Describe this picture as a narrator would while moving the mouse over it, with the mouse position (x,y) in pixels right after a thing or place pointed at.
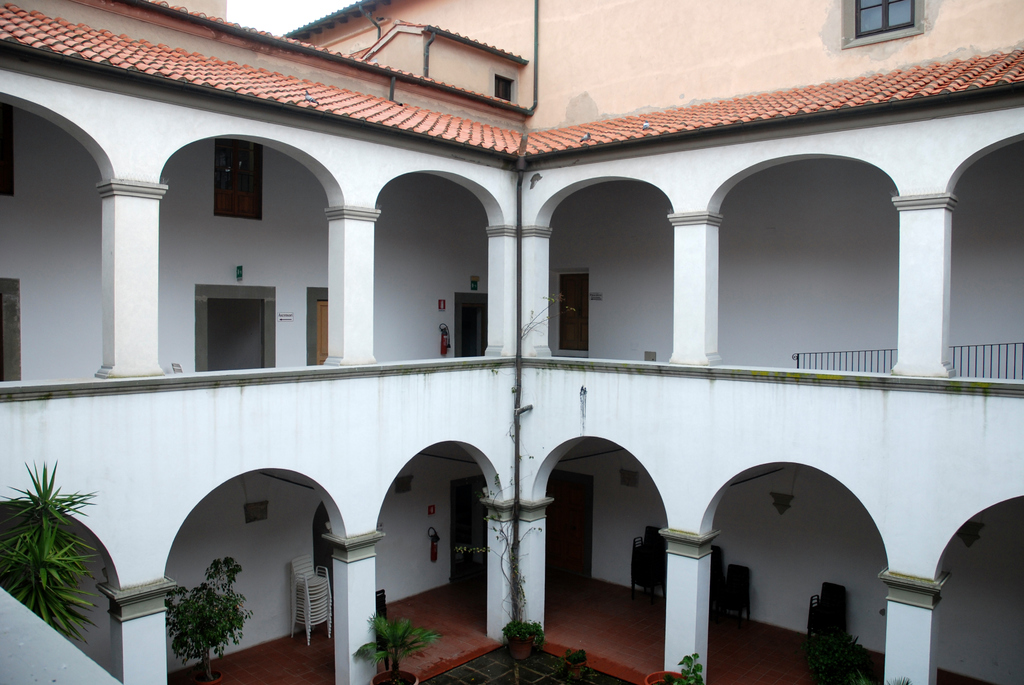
In this image we can see a building (407,346), there are doors (571,507), windows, plants (73,559), trees (238,628), chairs (320,628), pillars (948,332), and walls (124,530).
